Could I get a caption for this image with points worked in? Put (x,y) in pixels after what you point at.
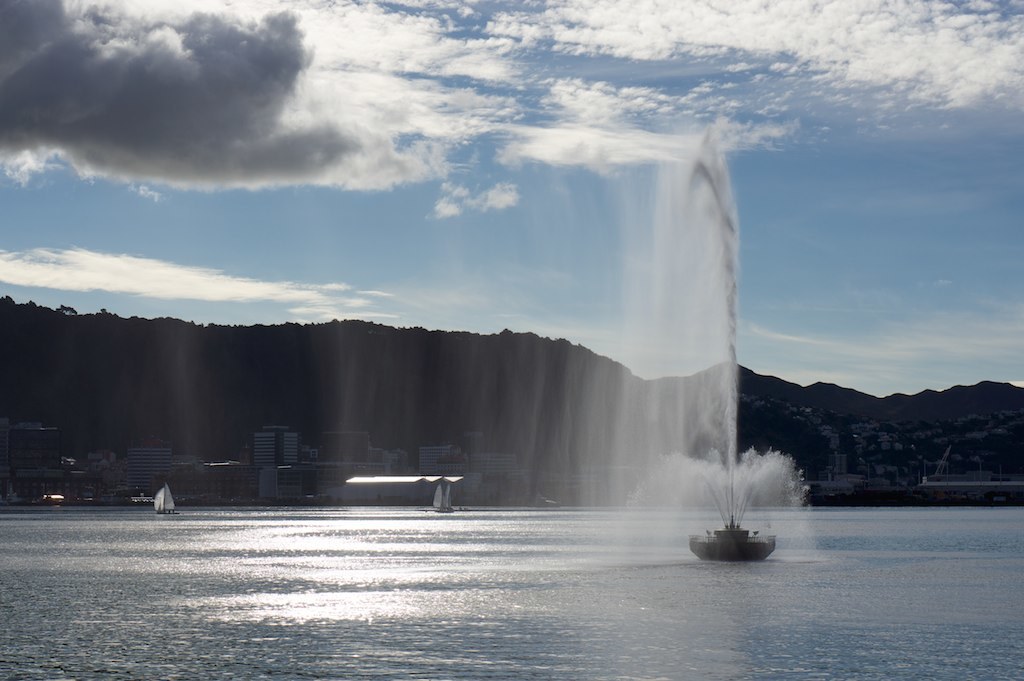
In this picture there are mountains (23,419) and buildings (482,482) and trees (398,390). In the foreground (716,436) there are boats (439,495) on the water (460,641) and there is a fountain (776,470). At the top (627,45) there is sky (373,248) and there are clouds (503,150). At the bottom (106,590) there is water (7,530).
